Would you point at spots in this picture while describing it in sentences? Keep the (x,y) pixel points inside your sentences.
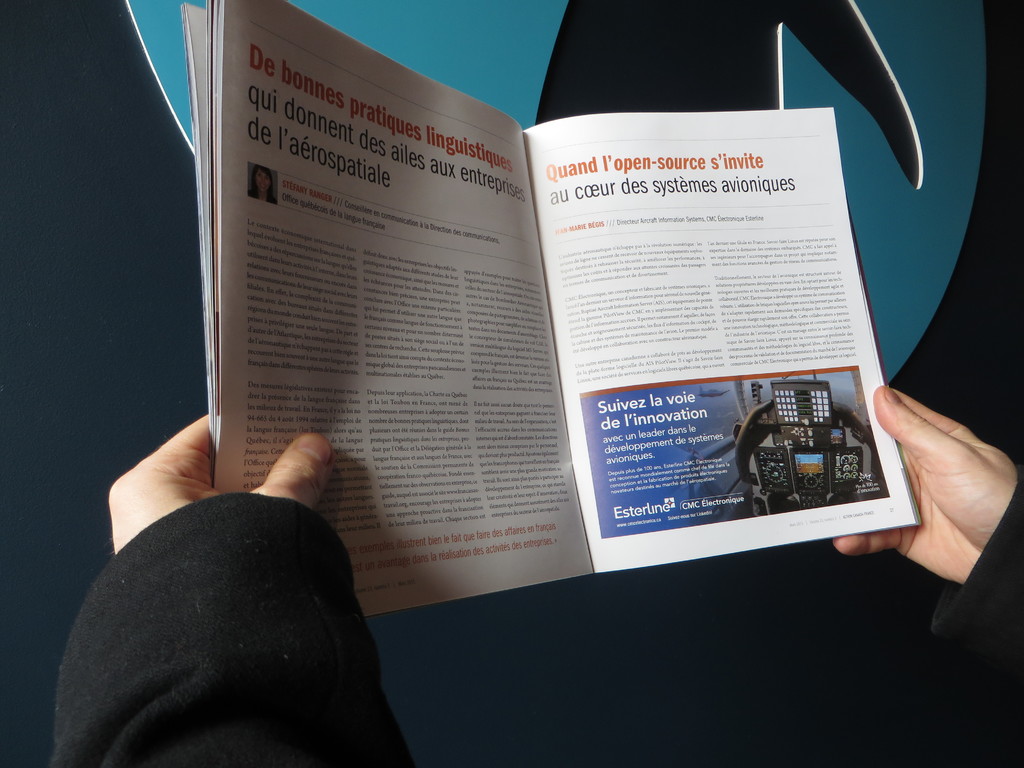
In the image in the center (484,493), we can see one person (954,563) holding book (542,342). And we can see something written in the book (457,353). In the background (4,82) there is a wall (566,101) and a banner (940,127).
